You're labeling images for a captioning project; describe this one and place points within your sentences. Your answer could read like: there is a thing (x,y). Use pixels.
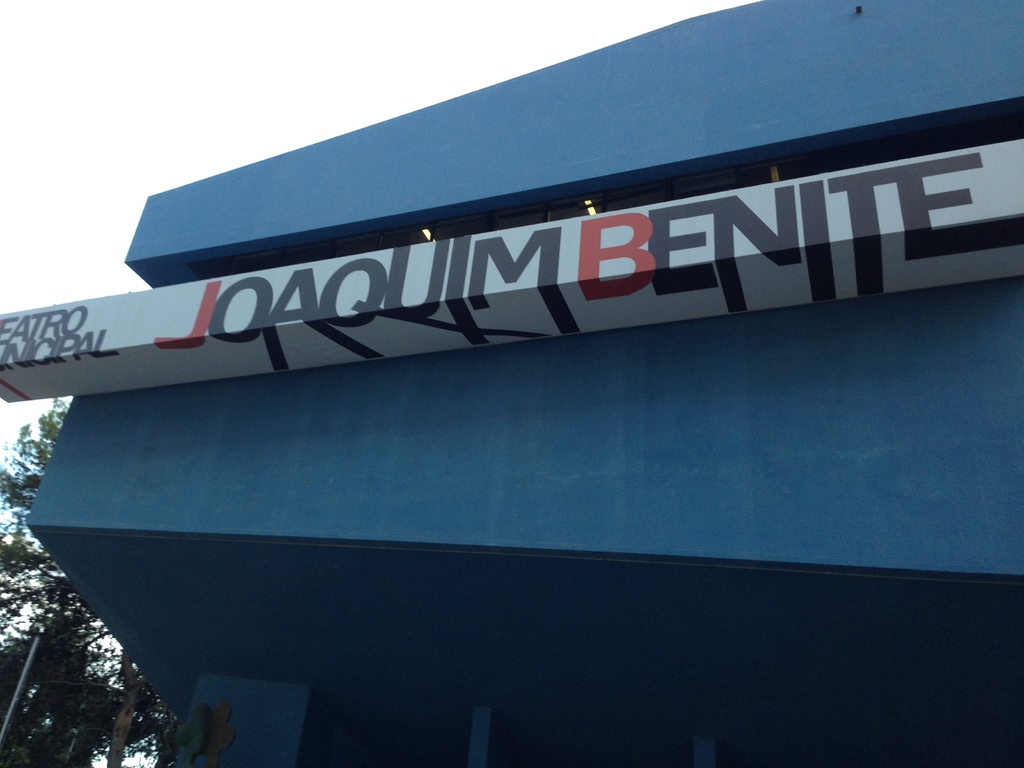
There is a hoarding (466,298) attached to the wall (558,118) of a blue color building (295,455). In the background (175,742), there are trees (144,724) and there is sky (96,199).
